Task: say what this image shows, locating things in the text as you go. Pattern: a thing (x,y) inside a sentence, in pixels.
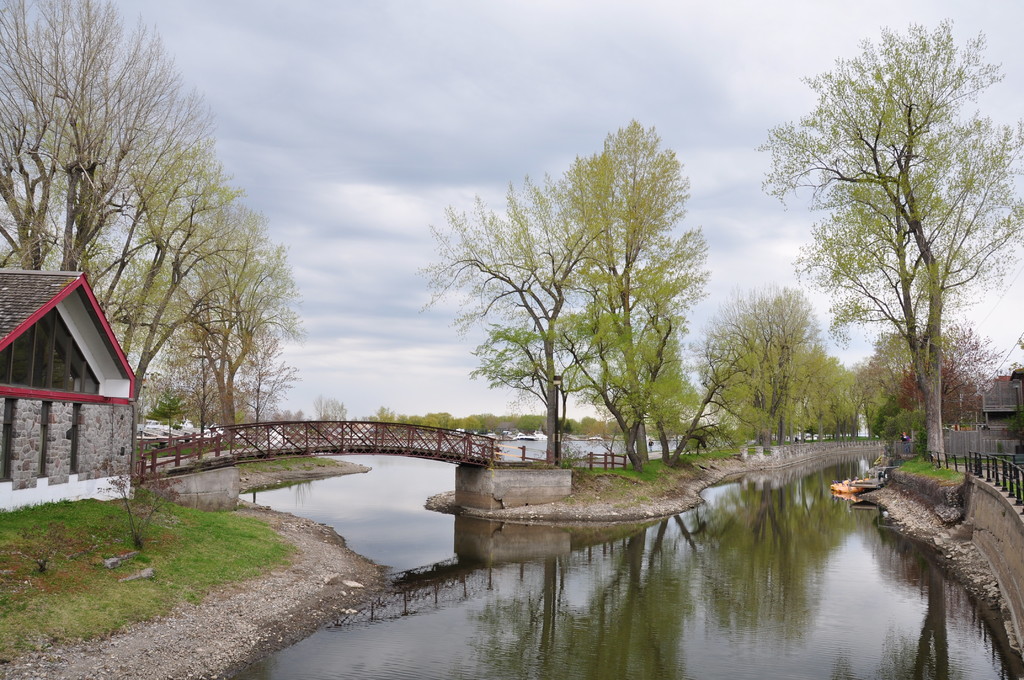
In this image we can see a bridge (409,453). Beside the bridge (361,451) we can see the grass (648,478) and trees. On the right side (1009,553), we can see a wall (972,483), fencing (978,465), trees (932,444) and a building (999,419). On the left side (39,367), we can see a house (95,412), grass (172,505) and trees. At the bottom (548,570) we can see the water (680,637). On the water (649,639) we have the reflections (597,561) of trees (548,570), bridge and the sky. In the background (493,421), we can see a group of trees (514,421) and white objects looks like boats (531,436). At the top (416,88) we can see the sky (437,129).
